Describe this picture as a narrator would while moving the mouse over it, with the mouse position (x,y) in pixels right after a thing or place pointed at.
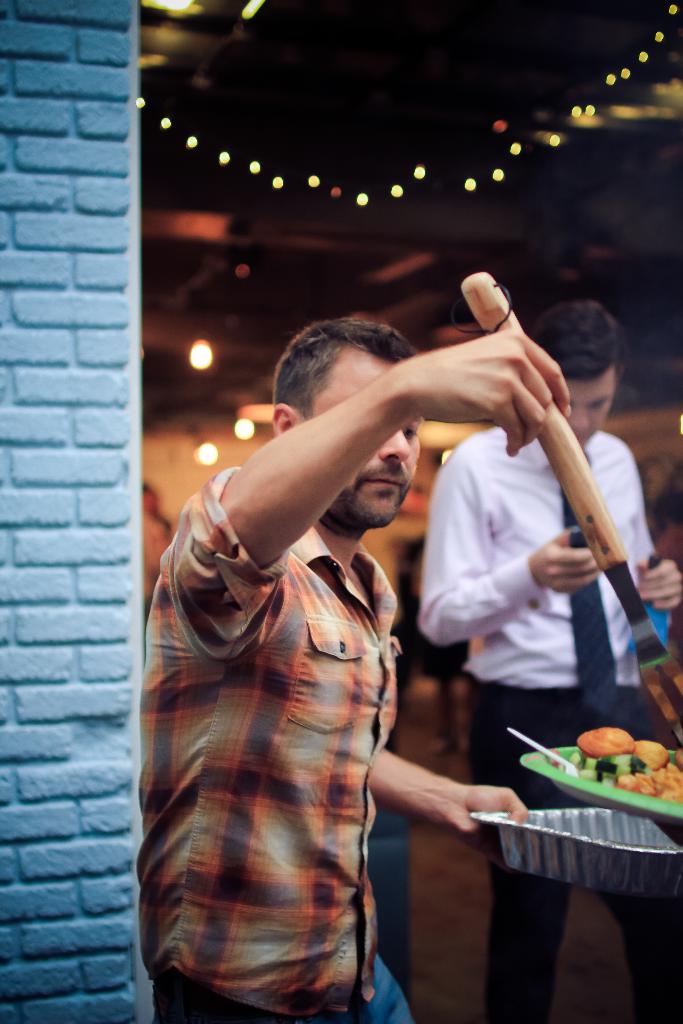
In this image we can see two persons (576,549) a person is holding a bowl (599,853) and an object (641,608) and there is a plate (632,770) with food items (589,754) and a spoon (527,742) there is a wall (132,628) behind the person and lights (242,270) in the background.
